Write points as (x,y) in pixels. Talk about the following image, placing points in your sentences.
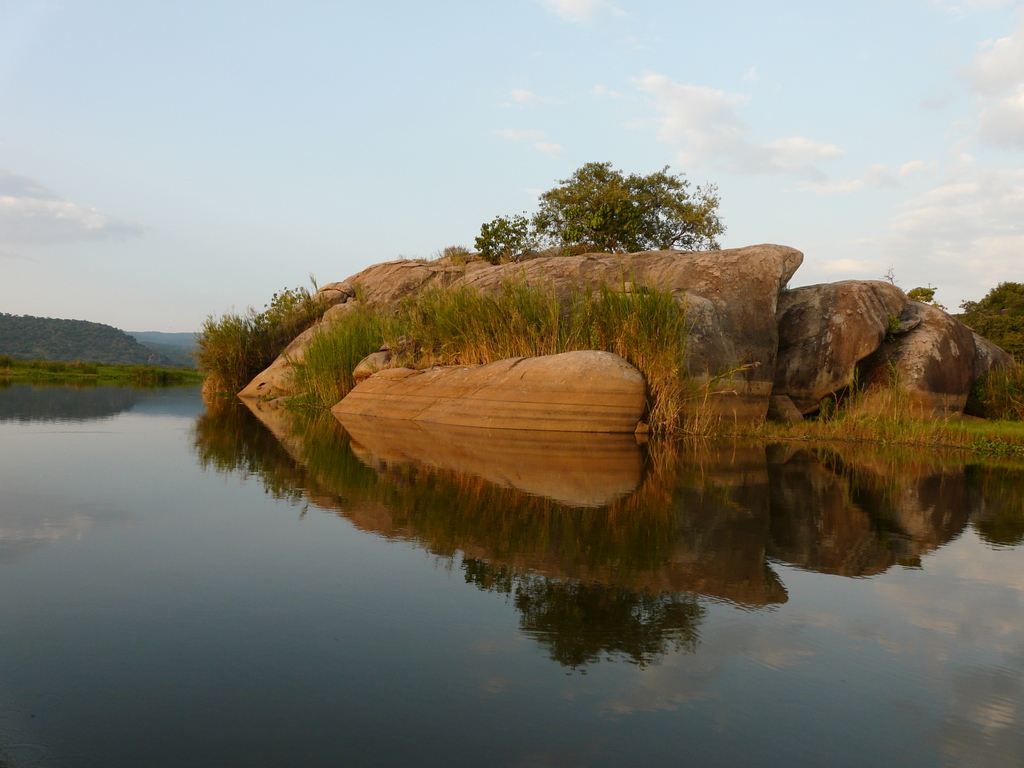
At the bottom of the image (421,562) there is water (622,559). On the water (399,428) there is a reflection (552,448) of rocks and trees (541,599). Behind the water (555,600) there are rocks (671,288), trees (973,313) and also there is grass (131,375). There are hills (86,343). At the top of the image (577,121) there is a sky (454,190) with clouds (951,178).
